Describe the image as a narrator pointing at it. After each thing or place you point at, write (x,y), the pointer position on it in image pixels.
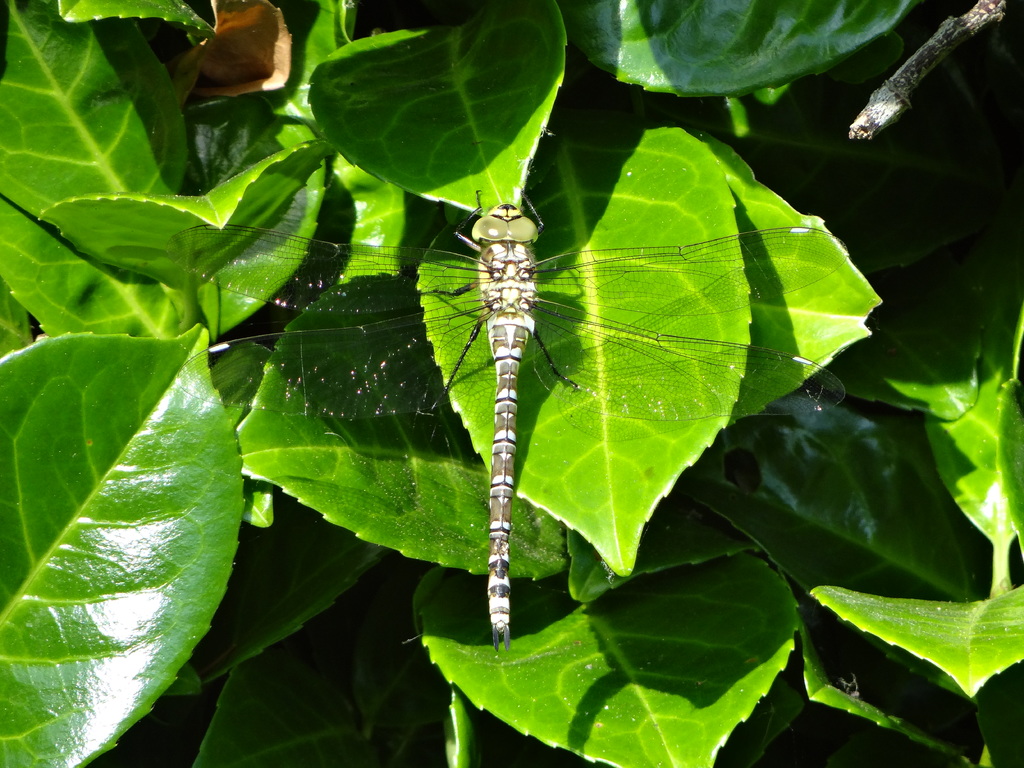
This insect (496,265) is sitting on a leaf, the insect (489,262) is having wide open wings (424,276), the leaf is in green color.
